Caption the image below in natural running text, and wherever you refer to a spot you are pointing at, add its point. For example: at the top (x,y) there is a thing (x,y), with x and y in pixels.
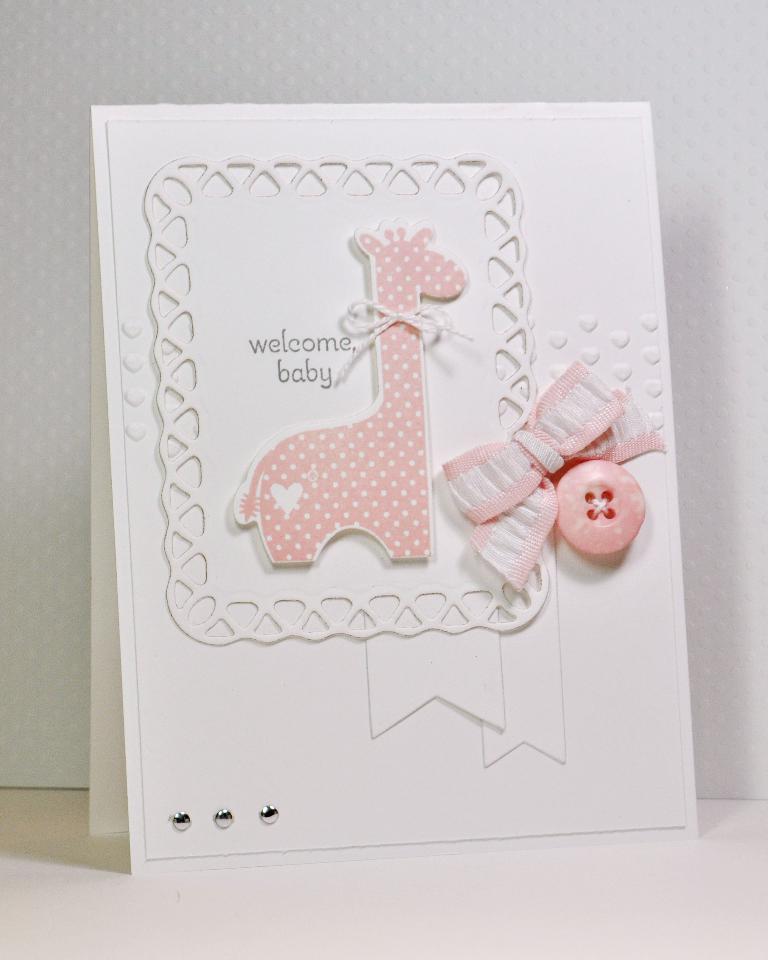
In this picture we can see a card (393,585) and on the card (223,532) is a bow (532,518), button (582,512), words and it looks like a sticker (288,475) of a giraffe (268,481). Behind the board (296,419) there is a wall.
